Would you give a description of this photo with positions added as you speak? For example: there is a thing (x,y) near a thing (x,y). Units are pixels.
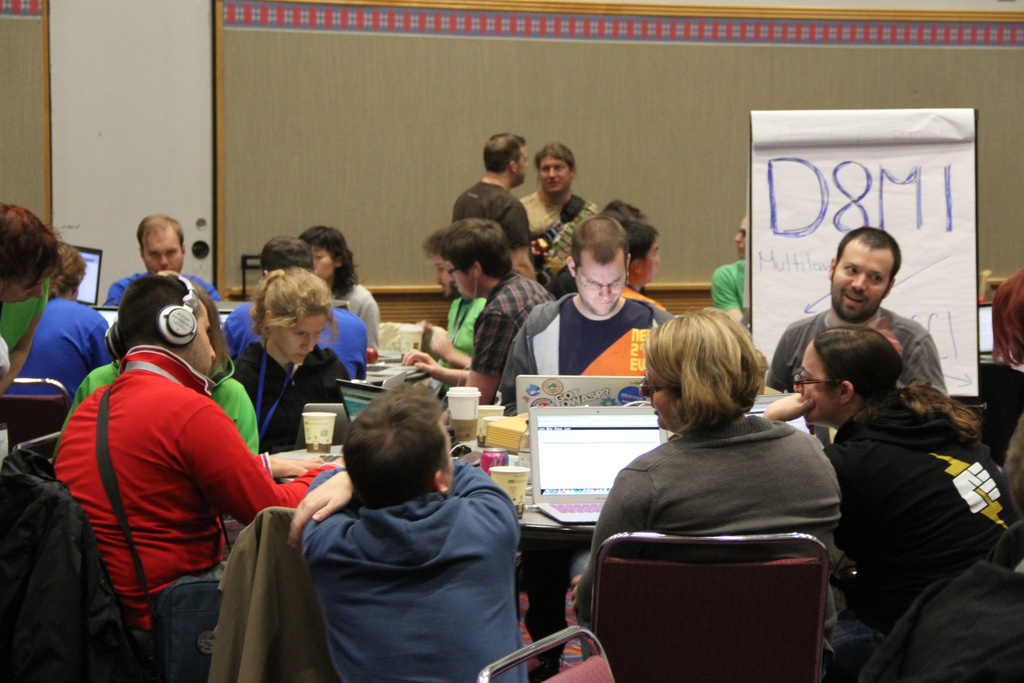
In a picture we can see some people (703,456) are sitting on a chairs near the table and two people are standing. The people (741,464) who are sitting on a chairs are discussing some things and some are busy doing their works. In the background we can find wall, a whiteboard (969,352), on that board (759,159) we can see D8MI.
